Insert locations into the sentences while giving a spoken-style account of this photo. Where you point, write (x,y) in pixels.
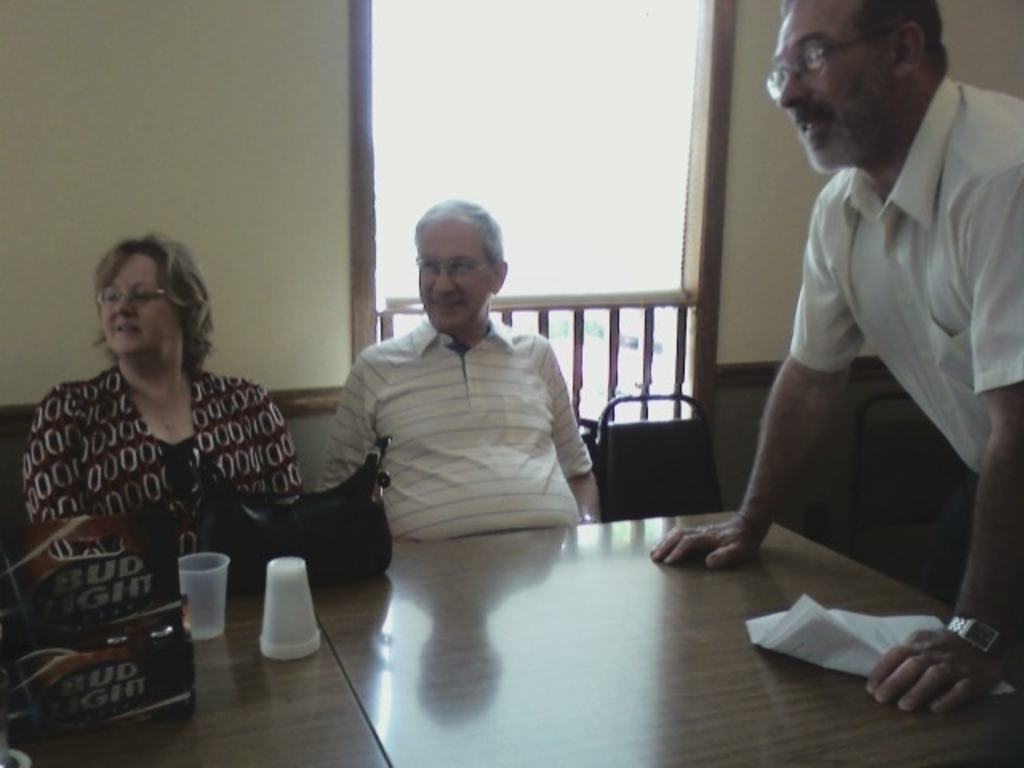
There are three persons (435,415). On the left side of the person (396,453) is sitting on a chairs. They are wearing spectacles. On the right side of the person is standing. He is also wearing spectacle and watch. He is holding a paper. There is a table (523,714). there is a bag (239,546), glass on a table (348,618). We can see in background (84,244) wall (84,244) and window (368,79).
